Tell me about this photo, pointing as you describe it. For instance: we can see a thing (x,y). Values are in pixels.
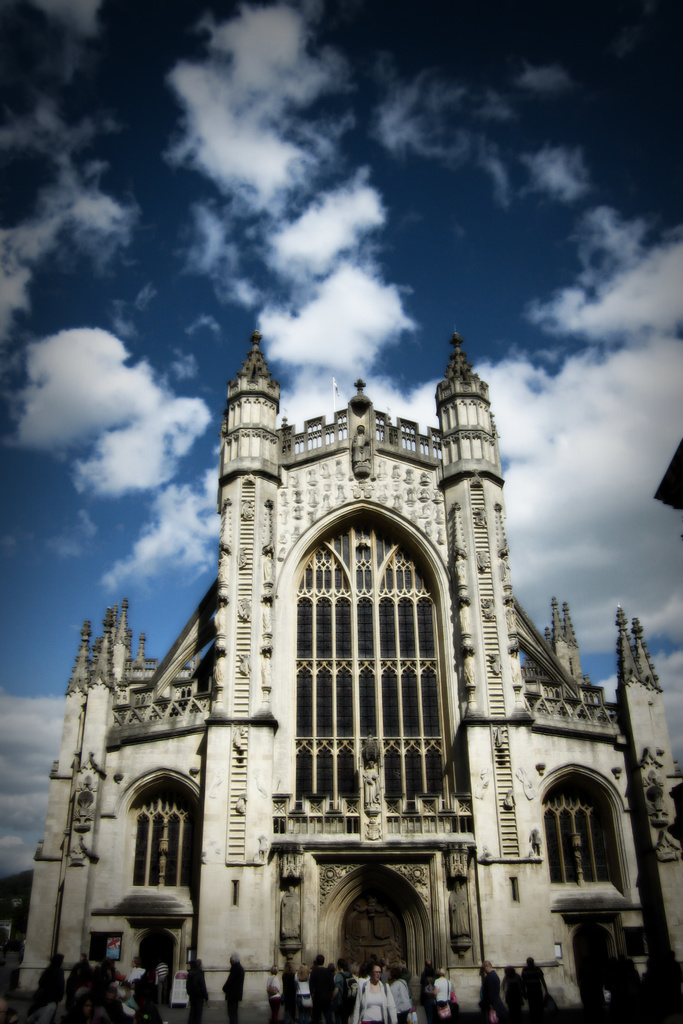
In this picture we can see there are some people (280,1004) standing on the path (247,1009). Behind the people (228,1009) there is a building (316,676) and the sky (327,226).
